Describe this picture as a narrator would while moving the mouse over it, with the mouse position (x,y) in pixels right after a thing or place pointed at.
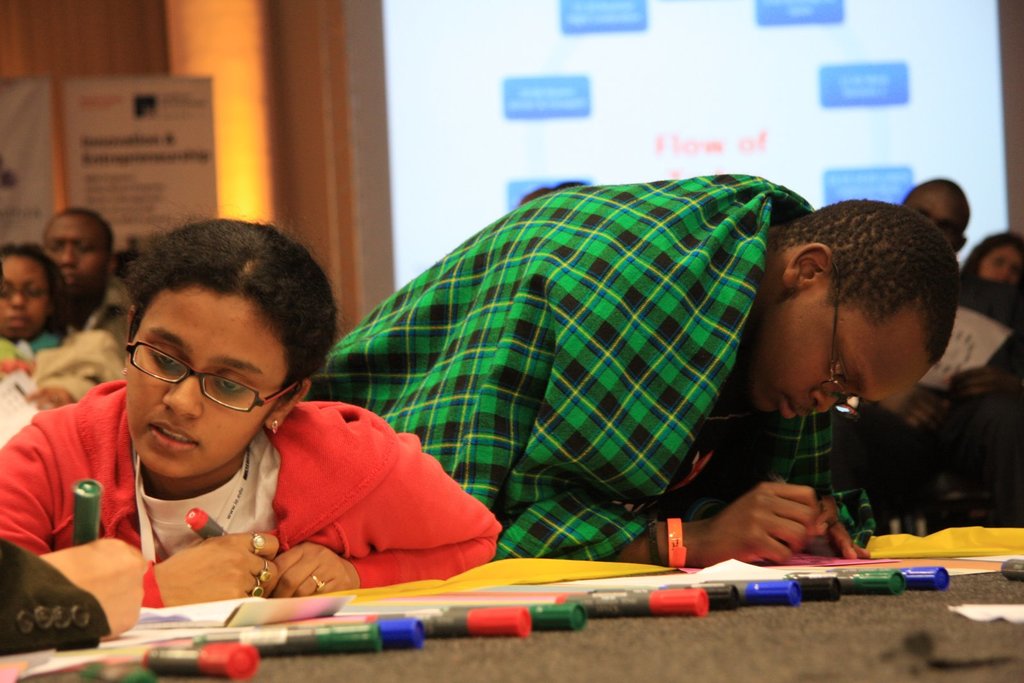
In the center of the image (350,332) we can see one person (533,438) is standing and one person (397,441) is sitting and they are in different costumes (489,450). And we can see they are holding some objects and they are wearing glasses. In front of them, we can see one table (722,664). On the table (762,658), we can see papers (203,619), markers (549,621), one human hand (104,566) holding one marker (95,537) and a few other objects (984,621). In the background (296,73) there is a wall (296,61), screen (753,97), banners (192,126), few people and a few other objects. On the screen (822,194), we can see some text (862,199).
